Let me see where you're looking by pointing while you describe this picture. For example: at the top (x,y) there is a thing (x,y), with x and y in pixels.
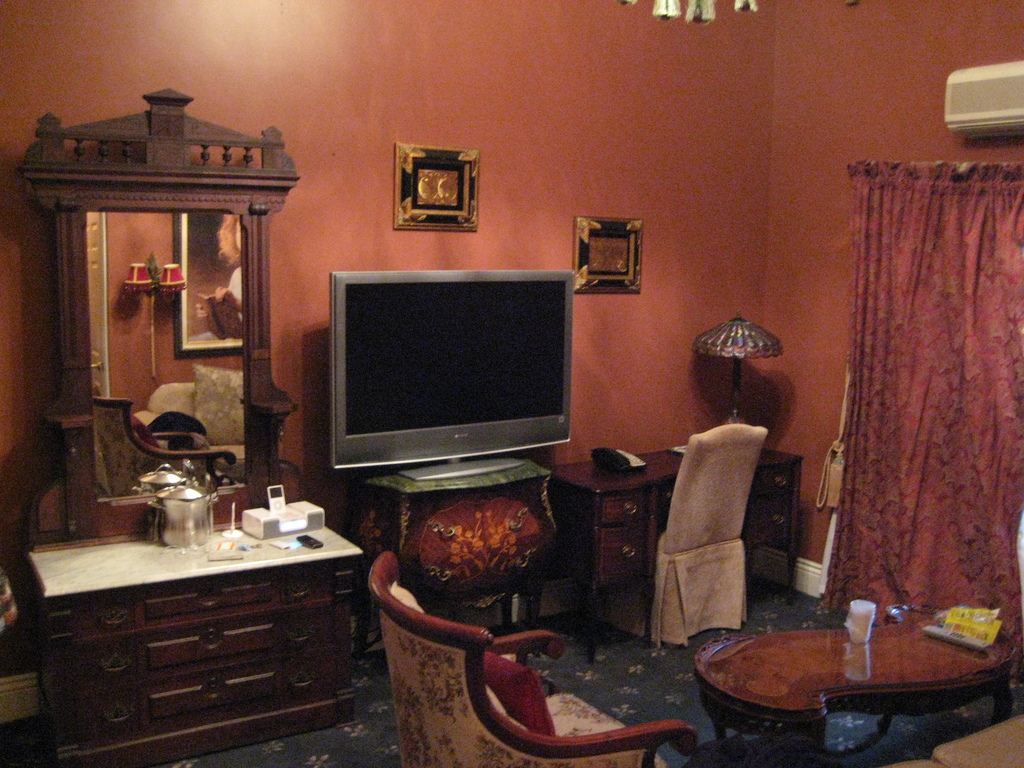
This image is inside a room (279,324) where a television (463,369), sofa set (514,715), table (743,689), dressing table (145,571) curtains (909,537) and air conditioner (971,100) are shown. This is the wall (592,99) where photo frames (587,261) are attached.
